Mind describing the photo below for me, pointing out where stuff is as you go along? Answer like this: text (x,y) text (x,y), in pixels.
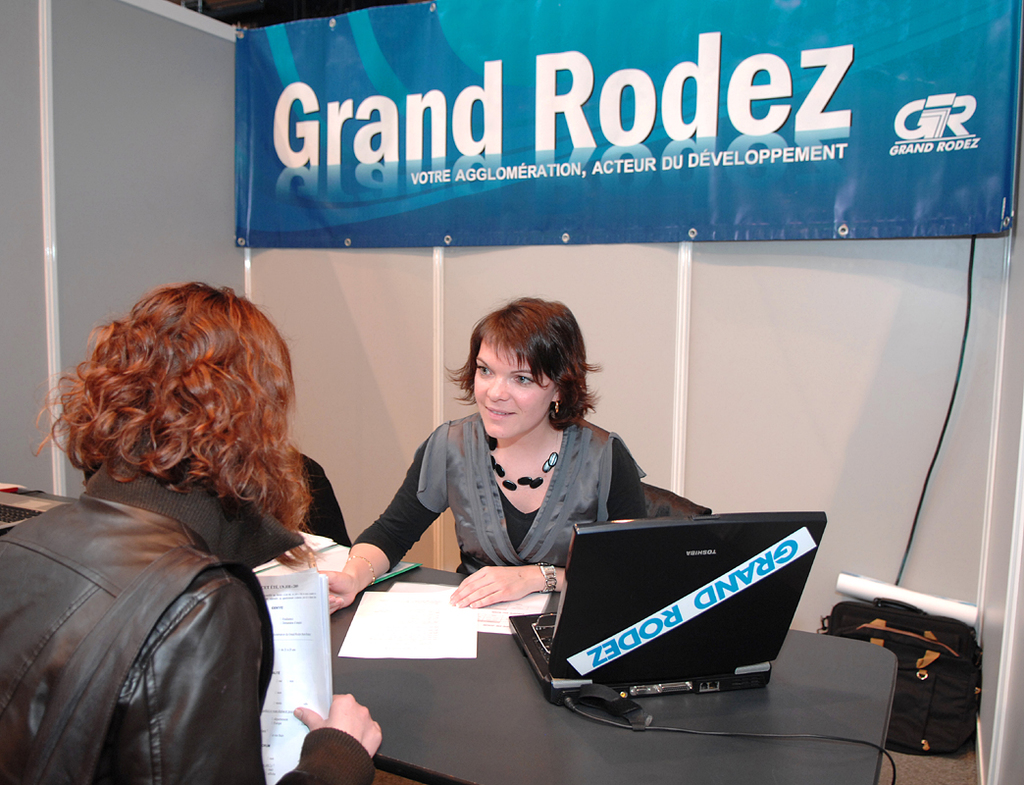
In this picture we can observe two women (205,503) sitting in front of each other in the chairs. Between them there is a table (420,669) on which we can observe a laptop (648,592) and some papers (395,609). Both the women (198,648) were wearing black and grey color dresses (392,506). On the right side (907,639) we can observe a bag (928,673) on the floor (938,764). There is a blue color board (475,76) fixed to the wall (412,254) in the background (465,92).
